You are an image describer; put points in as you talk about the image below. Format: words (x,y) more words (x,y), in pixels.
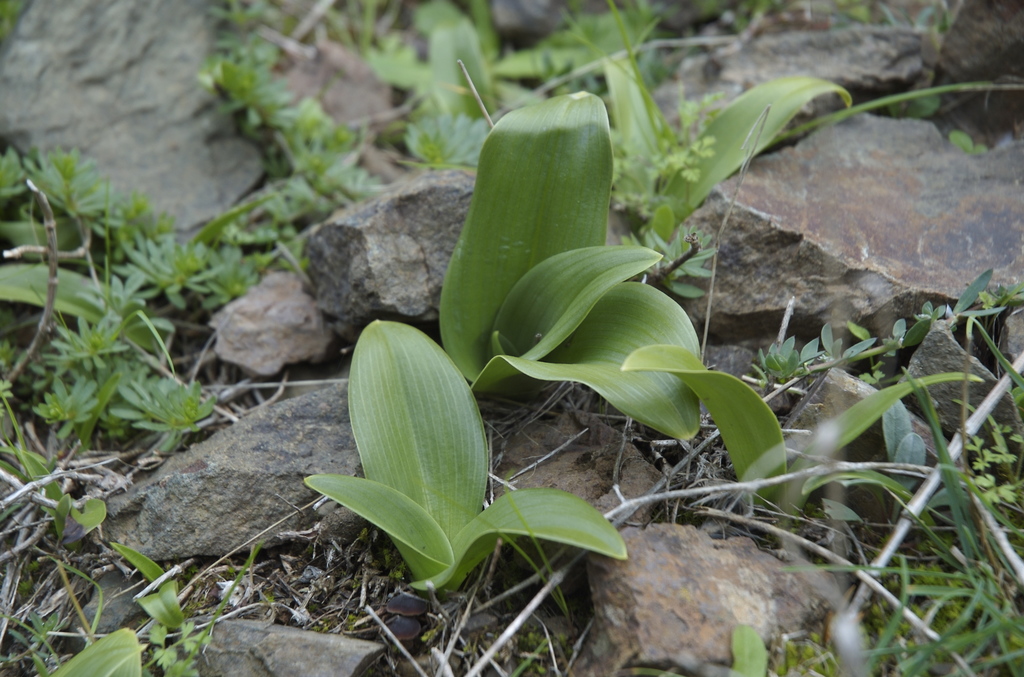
In this image I can see the grass (948,552) and some plants (467,411). I can see the stones (335,228).
